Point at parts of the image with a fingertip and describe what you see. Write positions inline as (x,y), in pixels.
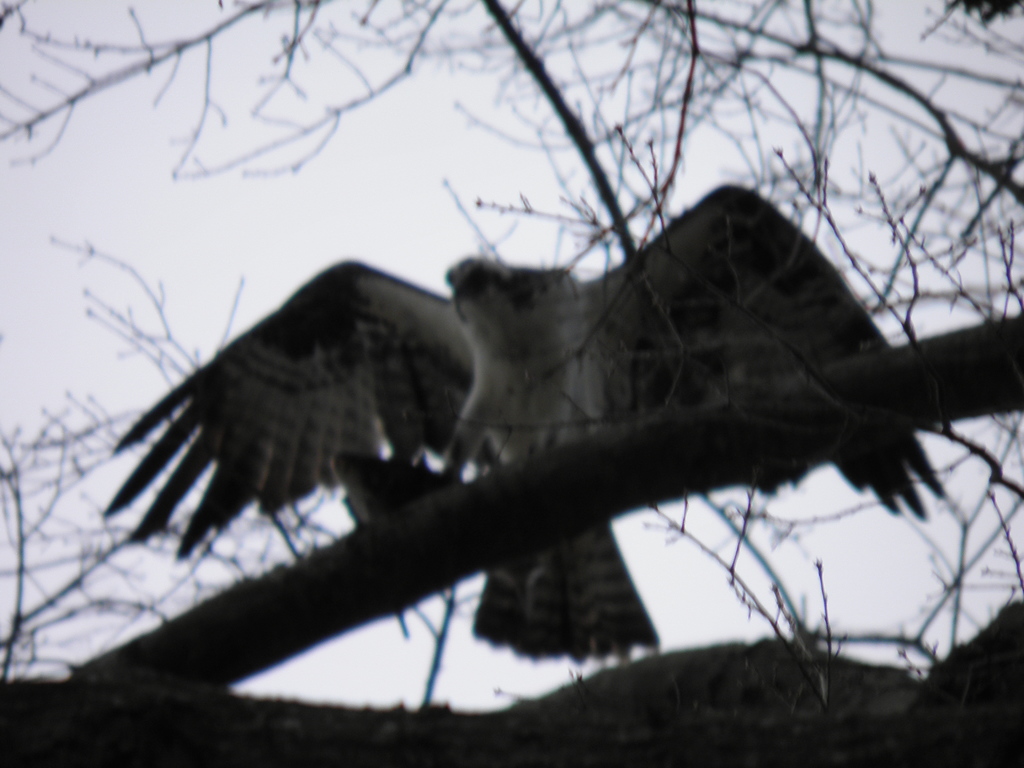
In this picture there is a bird (790,294) on the tree (691,61). At the top (356,255) there is sky (342,247).
